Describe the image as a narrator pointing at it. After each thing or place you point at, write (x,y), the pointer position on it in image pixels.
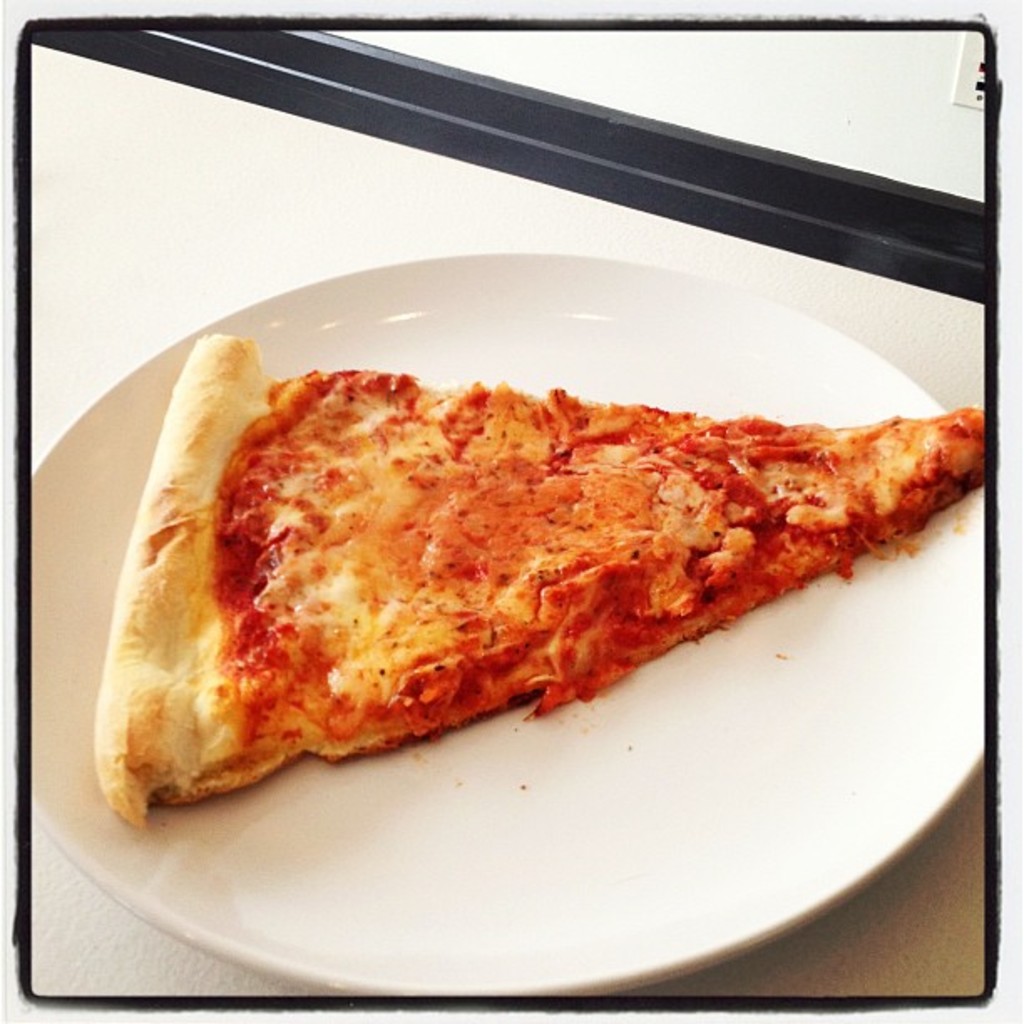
In the picture I can see pizza slice (349,576) which is in white color plate (74,547) which is on surface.
